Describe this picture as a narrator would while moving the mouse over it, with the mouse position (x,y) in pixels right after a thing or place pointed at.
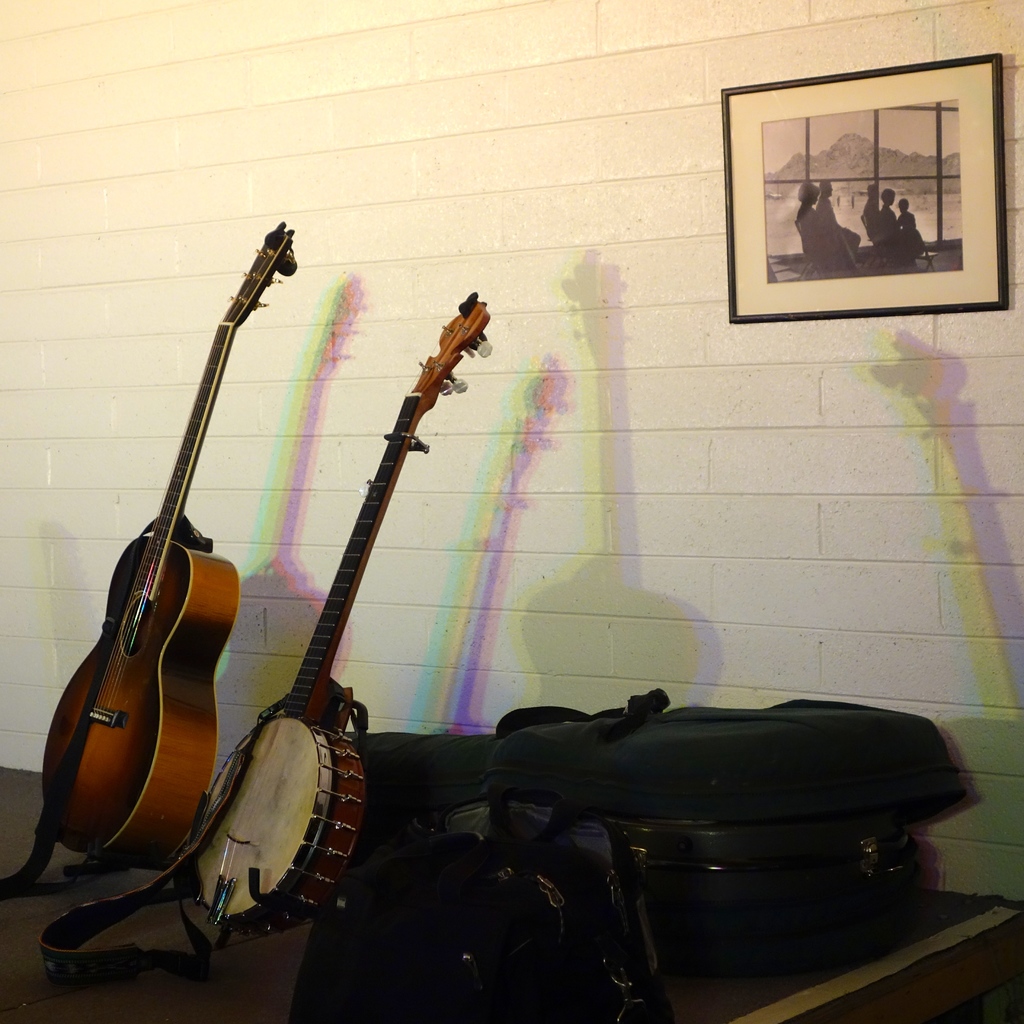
In this picture we can see a guitar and a banjo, which is brown in color and white and red in color, they are placed on the floor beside some bags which are black in color, to the background (536,421) there is a wall (515,219) and photo frame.
